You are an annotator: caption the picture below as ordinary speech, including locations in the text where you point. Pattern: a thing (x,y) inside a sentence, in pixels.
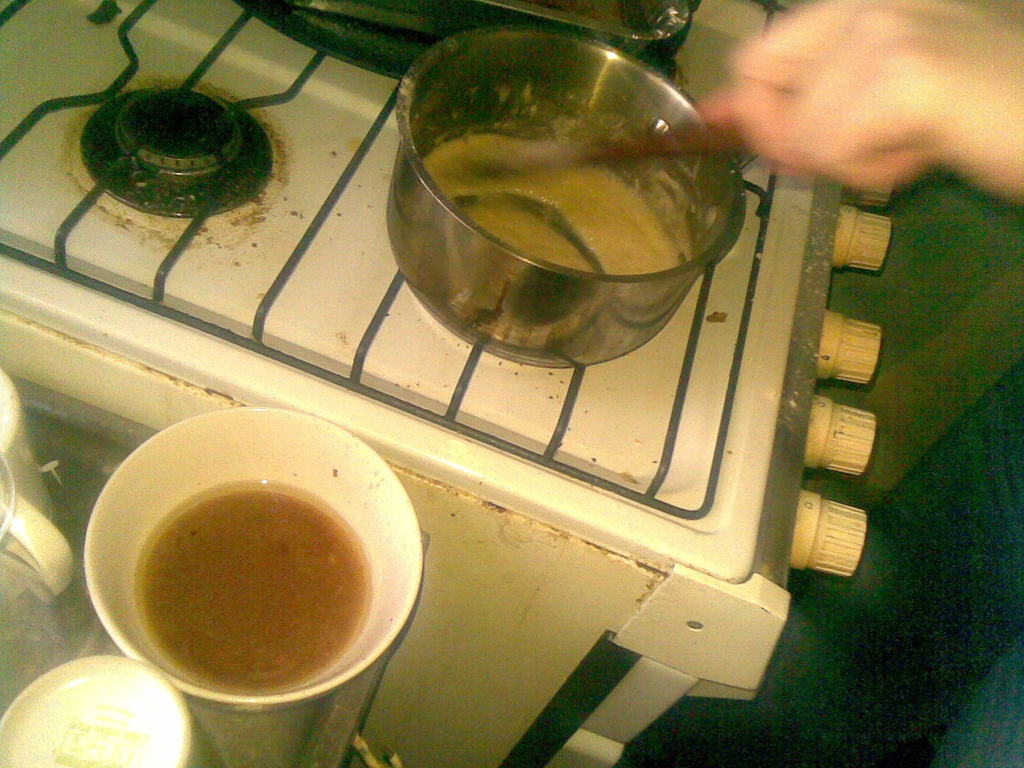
In the image we can see a human hand (843,111) holding a spoon (651,156). There is a stove (414,328), on it there is a metal container (526,322). We can even see there are other objects (45,571), white in color.
